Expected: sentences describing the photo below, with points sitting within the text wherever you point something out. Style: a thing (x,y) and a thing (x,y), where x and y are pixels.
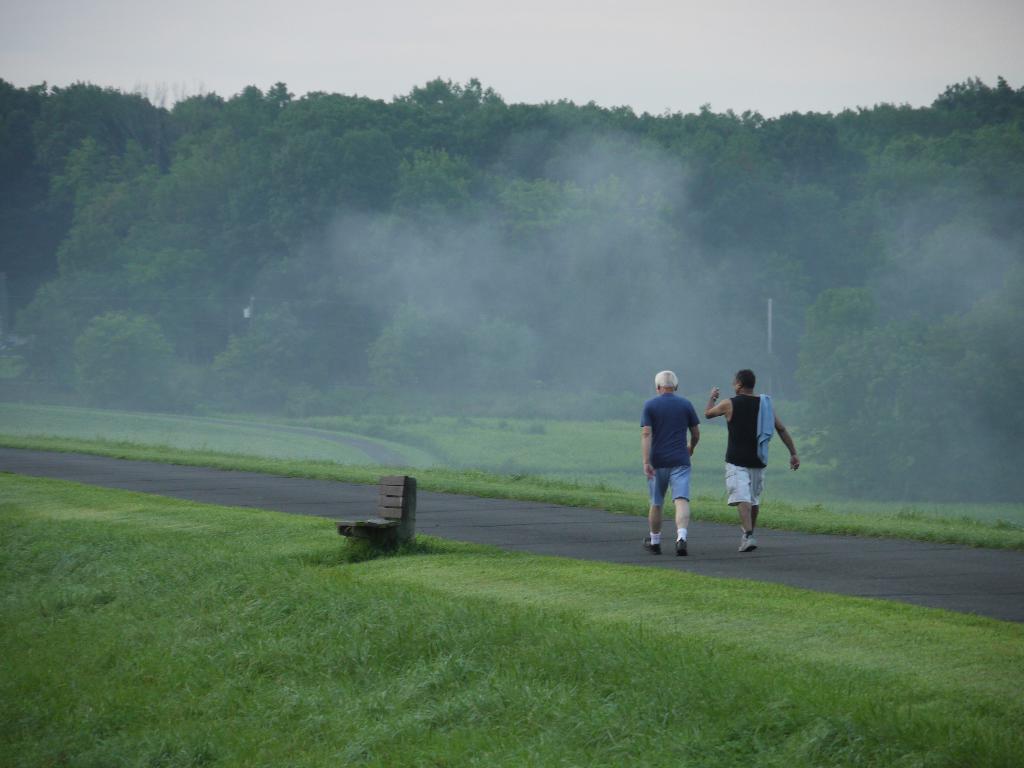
The man (679,428) in blue T-shirt (679,428) and the man (734,428) in black T-shirt (735,441) are walking on the road (621,546). At the bottom of the picture (522,551), we see grass (294,677). There are trees (322,389) in the background (330,193). At the top of the picture (225,8), we see the sky (185,30). This picture is clicked in the outskirts.
